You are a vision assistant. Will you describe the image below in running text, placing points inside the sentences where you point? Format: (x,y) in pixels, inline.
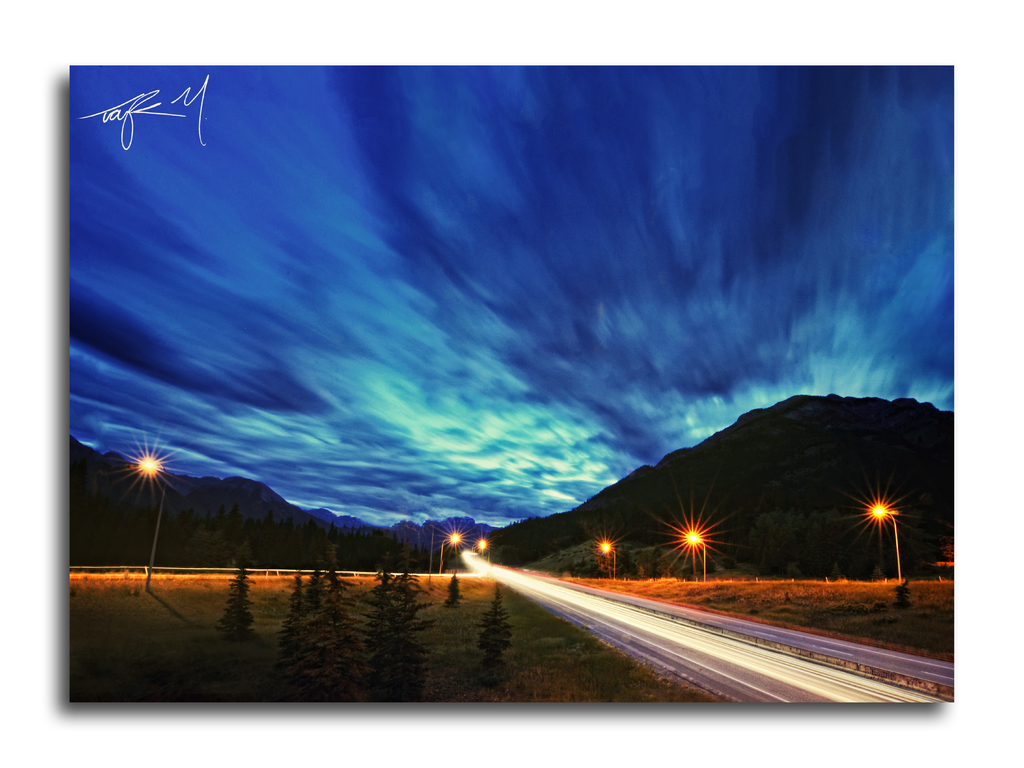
In this image we can see road (697,648). To the both sides of the road (701,676) light poles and trees (379,670) are there. Background of the image (834,472) mountains (207,498) are there. Top of the image (457,232) sky (473,275) with clouds (399,321) is present.
